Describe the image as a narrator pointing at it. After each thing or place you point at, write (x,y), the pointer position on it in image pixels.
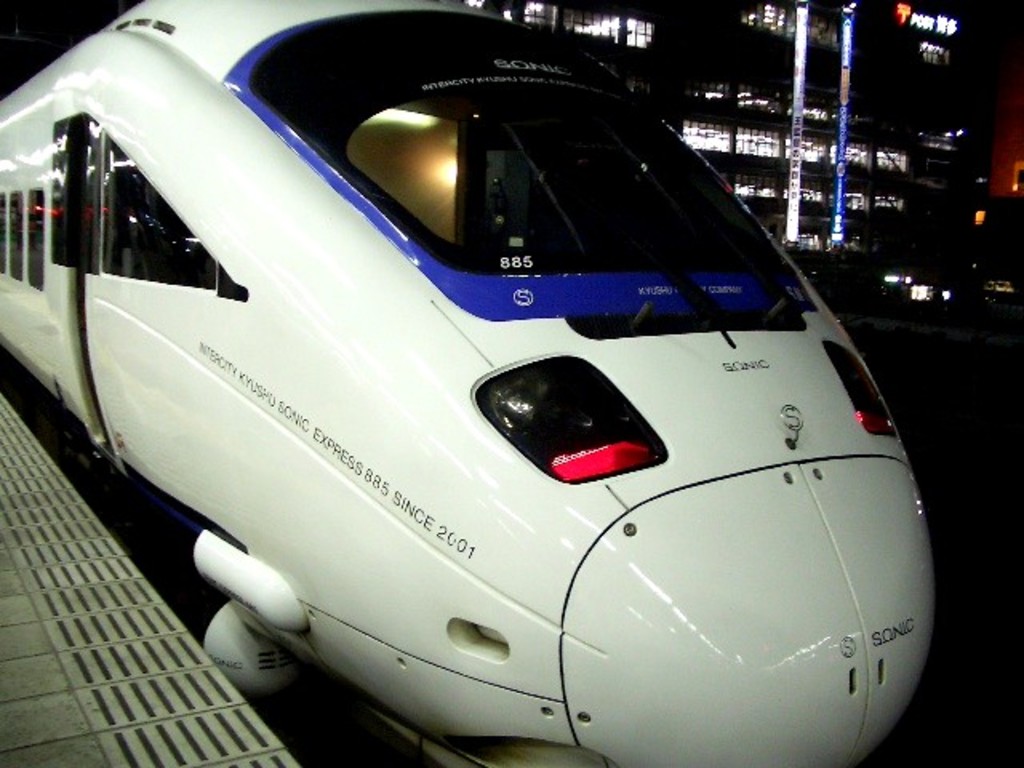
In the center of the image (445,443) we can see a metro train (348,438) with some text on it. On the left side of the image (25,700), there is a platform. In the background (770,28), we can see buildings (643,46), lights (713,98) and a few other objects (991,292).
